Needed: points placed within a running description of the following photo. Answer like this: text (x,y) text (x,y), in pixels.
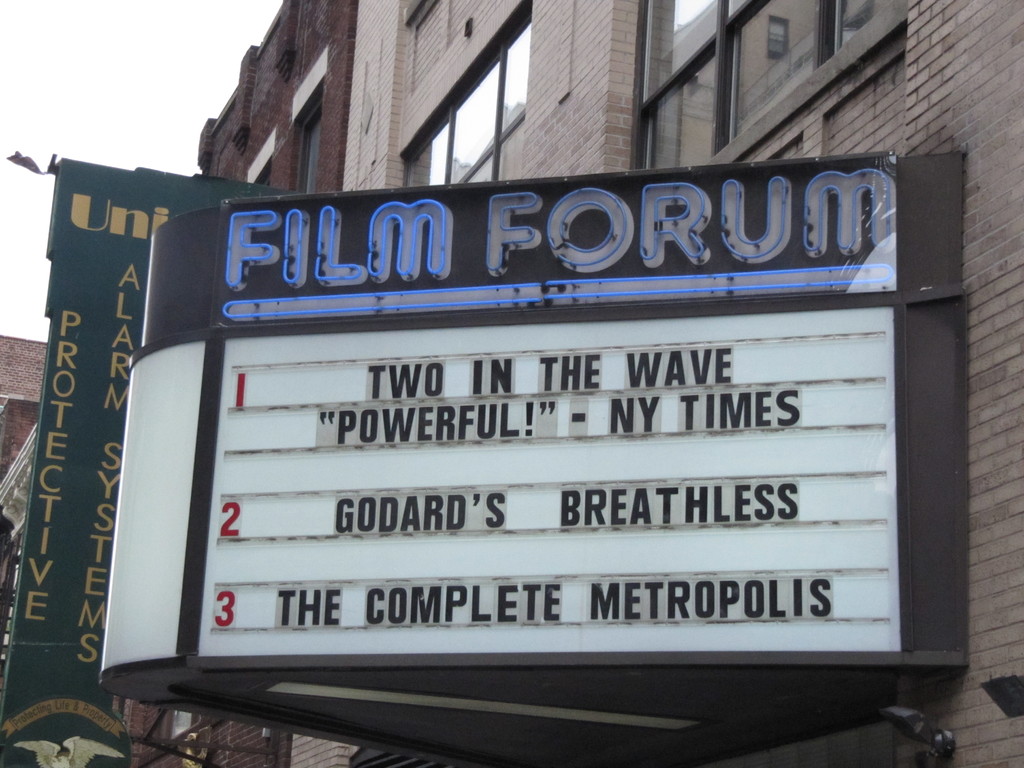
In this image we can see two banners (44,383) with some text (384,377) are attached to the building (804,90). We can see the white color sky (149,84) in the top left of the image (54,118).
